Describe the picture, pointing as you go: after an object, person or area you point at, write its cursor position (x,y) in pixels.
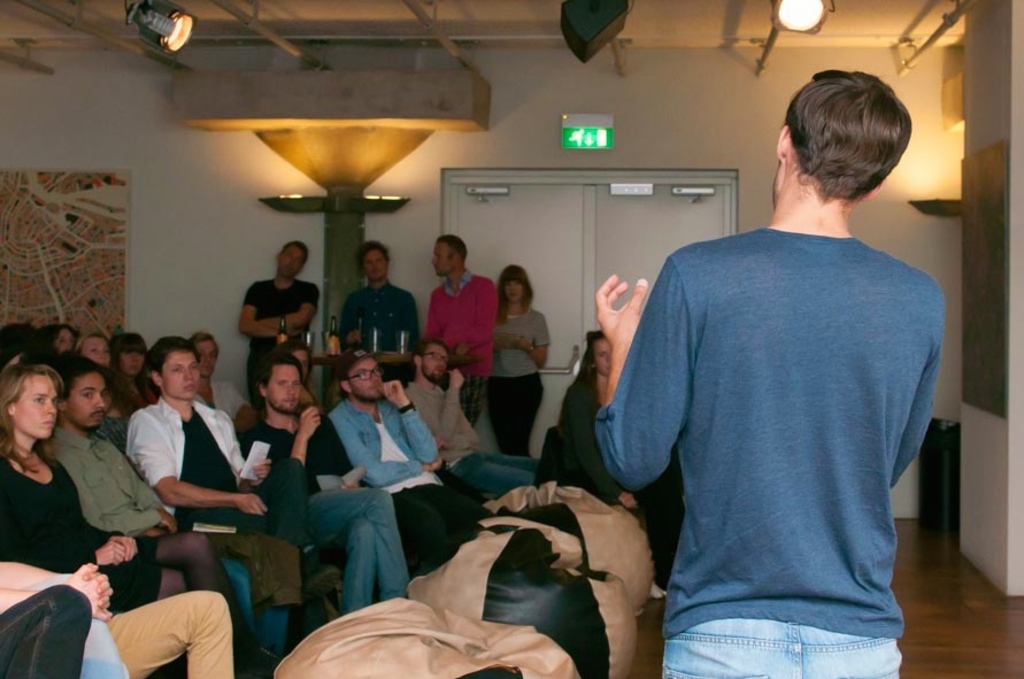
On the right side (841,274), there is a person (774,475) in a T-shirt (756,388), standing. On the left side (91,626), there are persons (236,550) in different color dresses (360,441) sitting. In the background (508,274), there are persons (489,301) standing, there are lights (774,42) attached to the roof (747,41) and there is a white wall (159,99).
